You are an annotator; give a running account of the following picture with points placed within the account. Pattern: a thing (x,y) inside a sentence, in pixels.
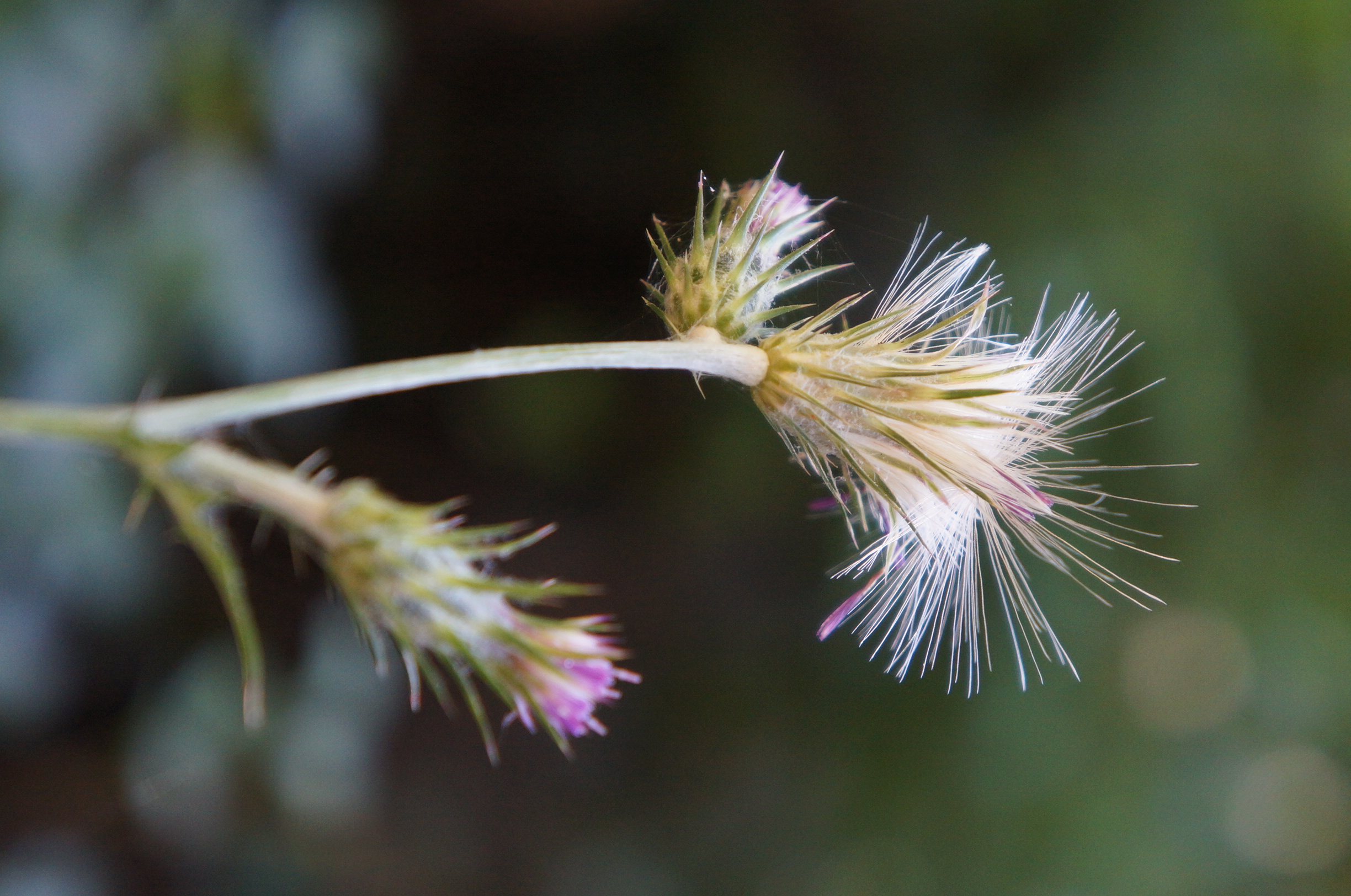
In the image we can see there is a flower (916,394).
